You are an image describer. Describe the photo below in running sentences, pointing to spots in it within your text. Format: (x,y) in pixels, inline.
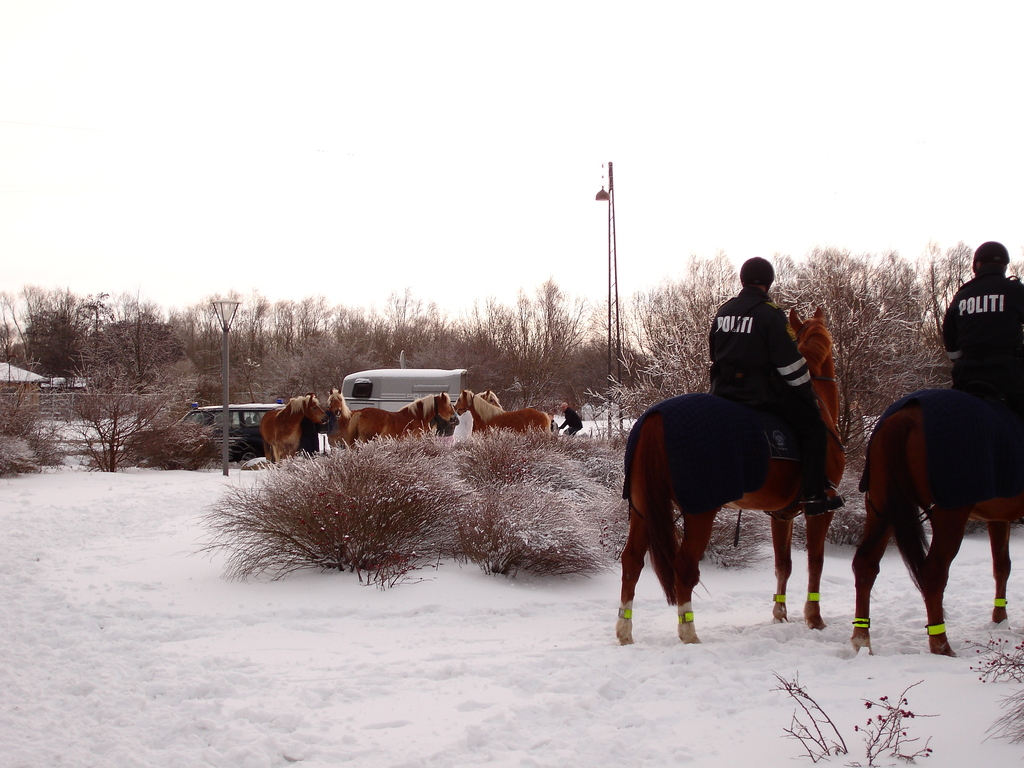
This is an outside view. At the bottom (392,666), I can see the snow (278,729) and many plants (517,505). On the right side (809,424) there are two persons (761,326) wearing jackets (754,358) and sitting on the horses (648,479). In the background (418,426) there are some more horses (342,414), vehicles (242,410) and light poles (609,314). In the background (312,339) there are many trees (203,350). On the left side (18,373) there is a house (20,375). At the top of the image (372,164) I can see the sky (391,188).
